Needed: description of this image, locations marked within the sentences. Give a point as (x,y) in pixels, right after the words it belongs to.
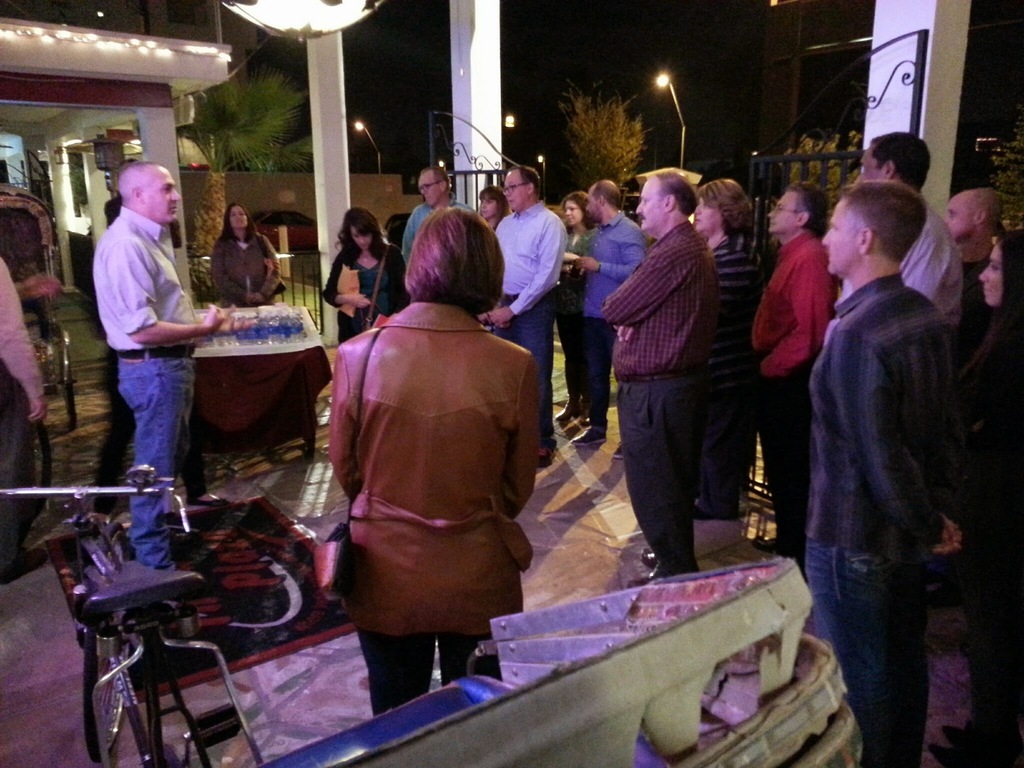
In this image we can see people (389,410) standing. There are carts (126,571). In the background of the image (215,66) there is a house (198,56), trees (236,140), light poles (365,129), pillars (481,13). To the right side of the image (800,124) there is a black color gate (888,90). There are bottles (293,325) on the table (262,350).
